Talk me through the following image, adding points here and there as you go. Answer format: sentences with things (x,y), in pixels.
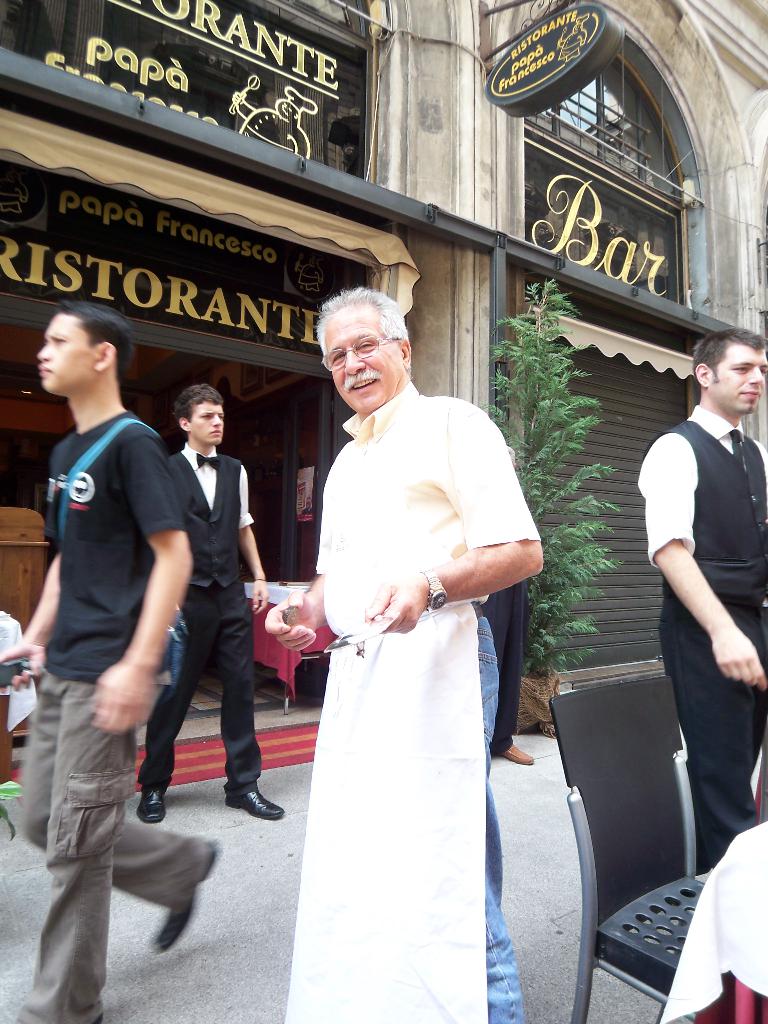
Here we can see persons (413,753) on the road (251,888). He is smiling and he has spectacles (361,350). There is a chair (635,764). On the background (564,230) there is a building (596,155) and this is board (585,76). There is a plant (555,473).
